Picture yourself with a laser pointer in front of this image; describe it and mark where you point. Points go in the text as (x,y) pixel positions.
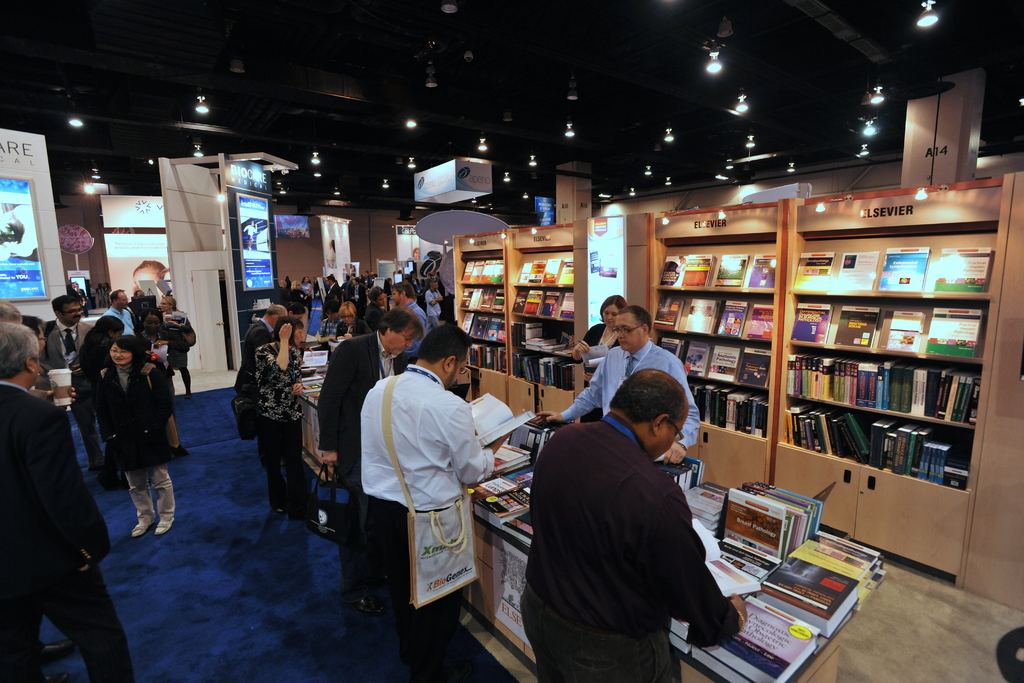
Here in this picture we can see number of people (126,374) standing on the floor (259,493) over there and we can see racks (516,317) present, which are full of books (833,387) over there and we can also see a table (315,441), on which we can see number of books (521,438) present and we can see banners (263,256) present here and there and we can see the roof (164,149) fully covered with lights (878,102) over there.
